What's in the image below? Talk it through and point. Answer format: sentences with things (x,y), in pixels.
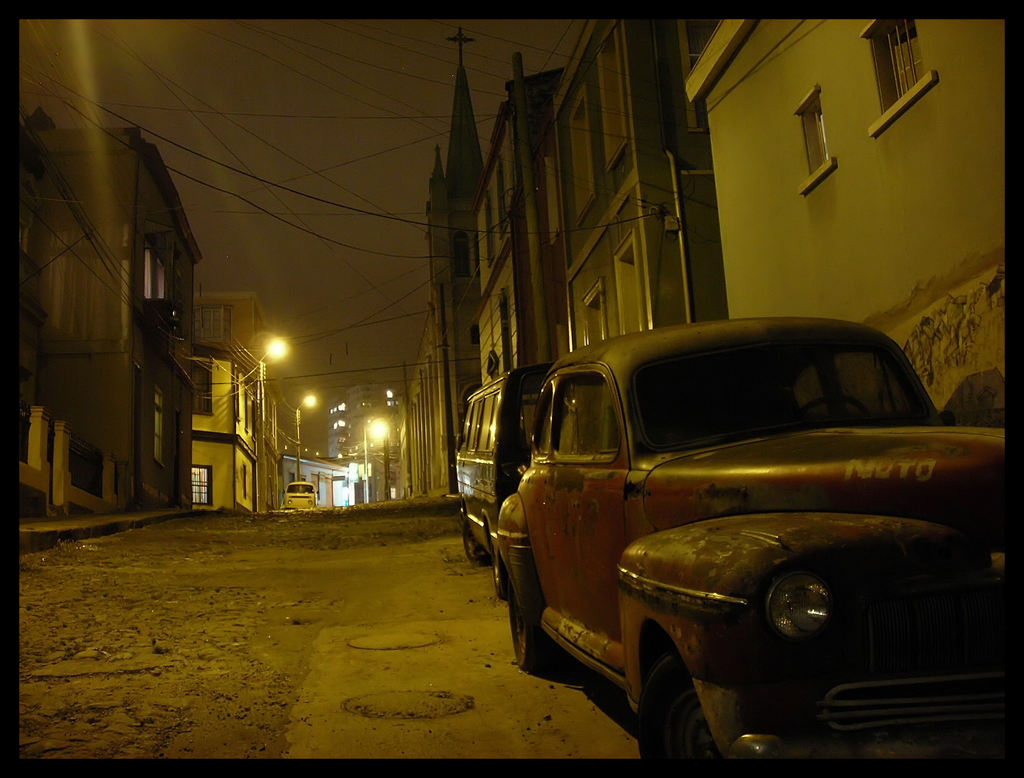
In this image we can see few buildings (340,441) and vehicles (296,495). In the background (391,487), we can see the poles (389,442) and lights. At the top (308,131) we can see the sky (310,185) and the wires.
